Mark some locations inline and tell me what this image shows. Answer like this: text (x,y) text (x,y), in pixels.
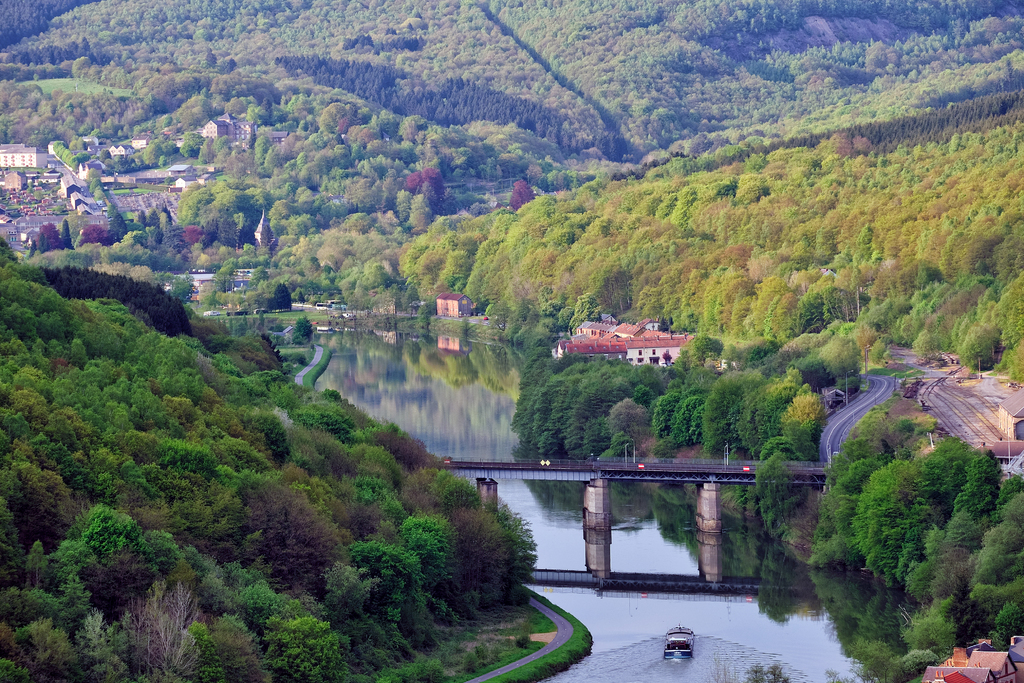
This picture might be taken from outside of the city (614,357) and it is sunny. In this image, on the left side (41,396), we can see some trees (54,350), plants (179,467) and few houses (75,203). On the right side (905,525), we can see some plants (970,489), houses (1018,644), roads (895,383). In the middle of the image (478,453), we can see a bridge (676,467) and a boat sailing on the water (677,622). In the background (212,208), we can see some trees (292,113), plants (434,126) houses (639,360).
